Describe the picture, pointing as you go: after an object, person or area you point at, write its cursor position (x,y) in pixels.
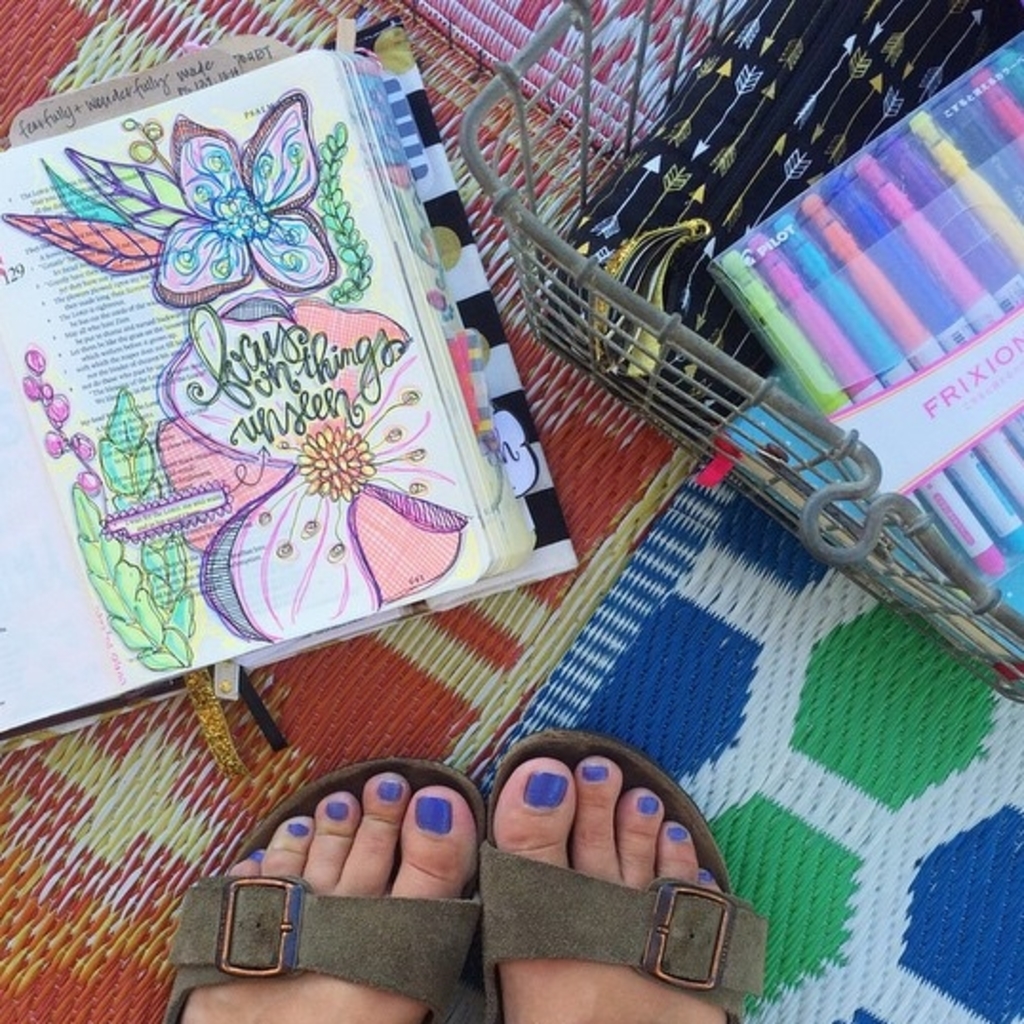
In the foreground of the image (508,848) we can see the feet (540,975) of a person (283,849). On the top left side (3,208), we can see a book (161,415) on which a drawing (187,543) and some text (82,369) were written. On the top right (788,271) a basket (762,385) in which some objects (781,367) are there.
